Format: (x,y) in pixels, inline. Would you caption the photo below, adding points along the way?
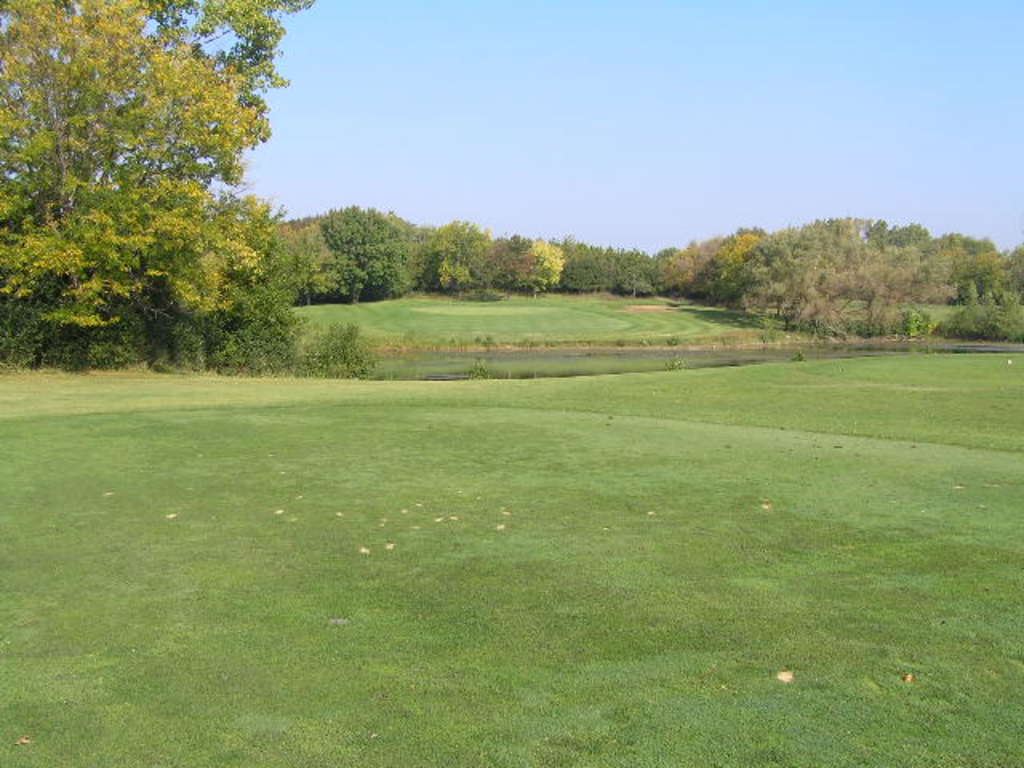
There is grass (491,337) and trees (438,288) at the back (630,262).
